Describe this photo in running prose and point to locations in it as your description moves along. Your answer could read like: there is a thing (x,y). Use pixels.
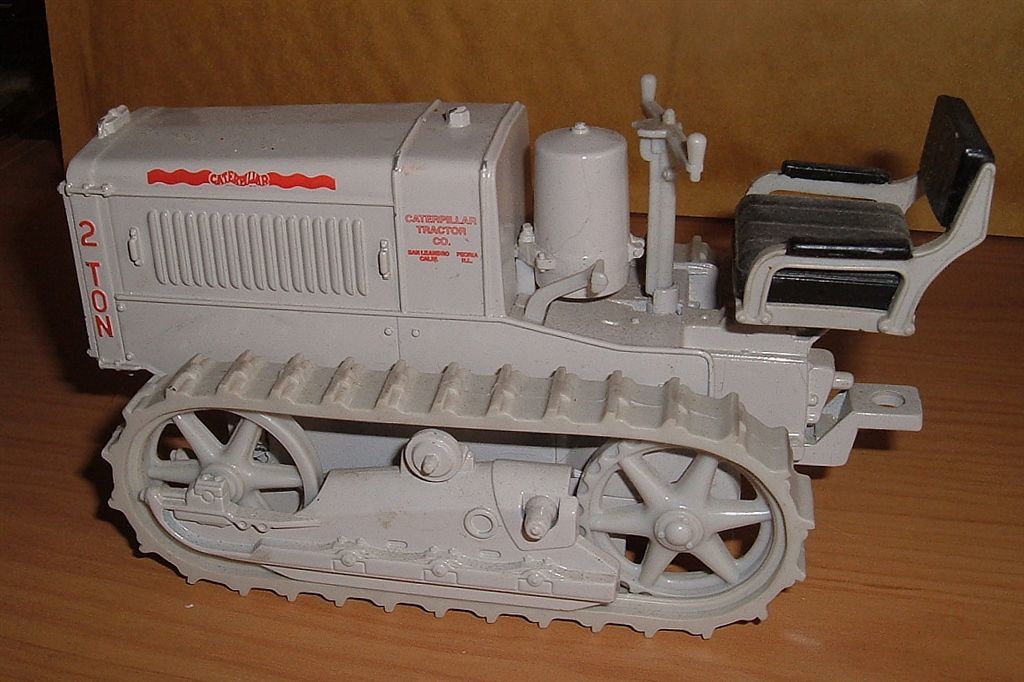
Here we can see a toy vehicle (715,429) on a wooden platform (96,648).
